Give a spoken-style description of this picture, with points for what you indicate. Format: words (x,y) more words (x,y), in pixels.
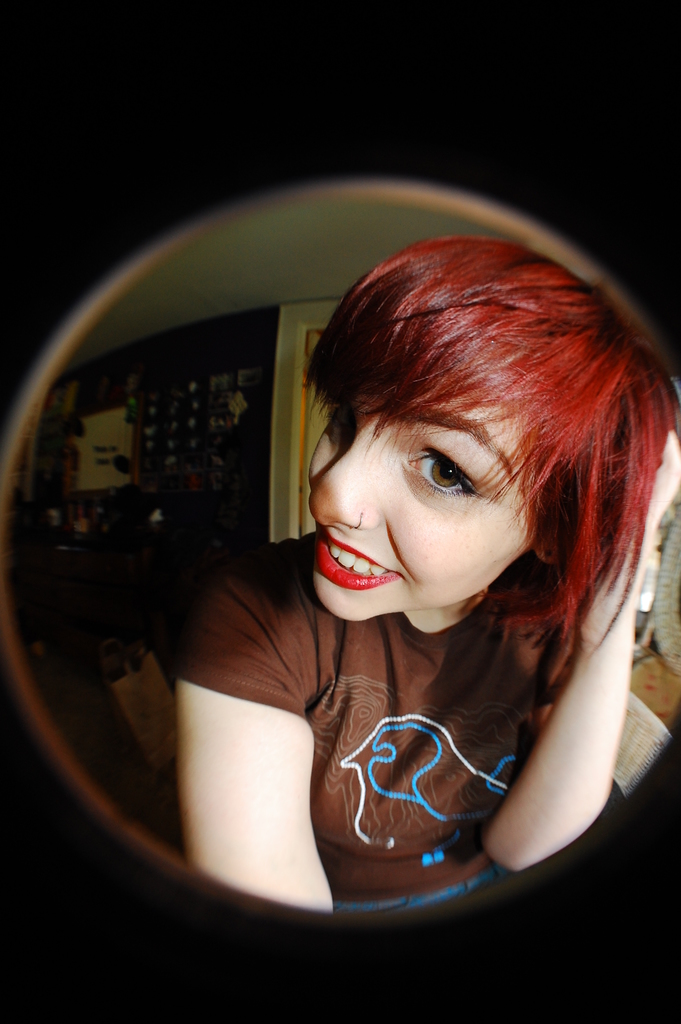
There is a round fisheye image. In which, there is a woman (333,335) in brown color t-shirt (369,706) holding her hair (625,377) with one hand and smiling. In the background (304,396), there is a door (304,396), a wall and there are other objects (151,727).
